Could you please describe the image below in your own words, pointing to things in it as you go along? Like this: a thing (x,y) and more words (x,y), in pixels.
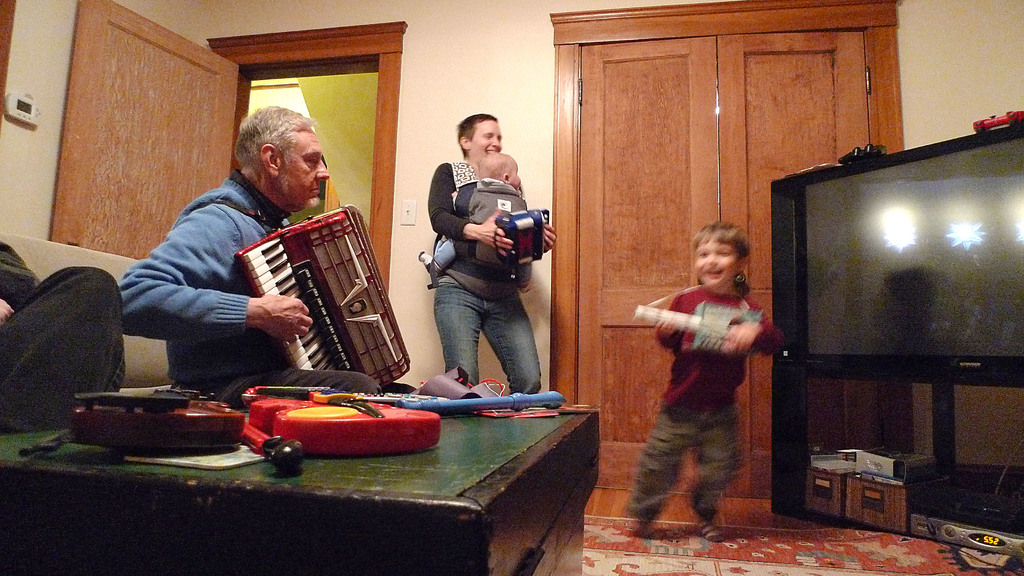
In this image on the right side (837,331) there is one television (877,248), video player (938,522) and some boxes (853,488). In the center (671,354) there is one boy (697,387) who is holding some stick (698,323), and it seems that he is dancing. And on the left side (185,299) there are some people (454,276) one person (472,256) is holding a boy (490,162) and one person (272,151) is holding a musical instrument (278,267) and playing and there is one table (475,425). On the table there is stick (470,404) and some objects (169,441) and paper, and in the background (210,136) there are doors (736,117) and wall (326,135) and switch boards (27,122). At the bottom (598,506) there is floor (604,492) and on the floor (616,499) there is carpet (619,521).
